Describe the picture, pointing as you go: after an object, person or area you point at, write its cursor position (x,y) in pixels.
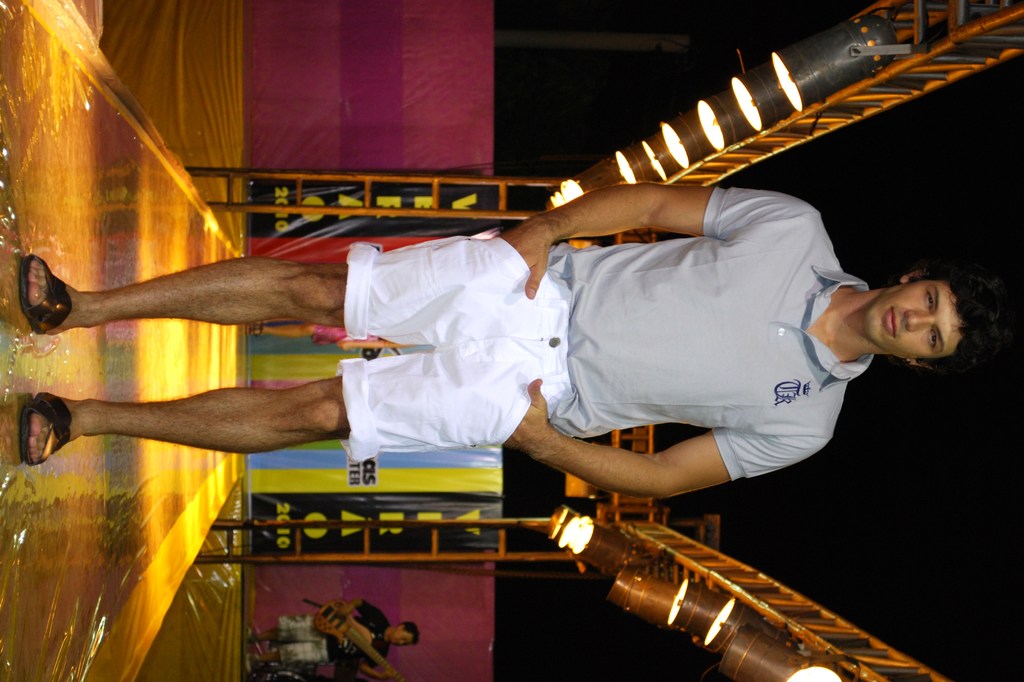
In this image we can see a man (618,319) standing, lights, metal frame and in the background (329,620), we can see a person (322,653) holding an object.
